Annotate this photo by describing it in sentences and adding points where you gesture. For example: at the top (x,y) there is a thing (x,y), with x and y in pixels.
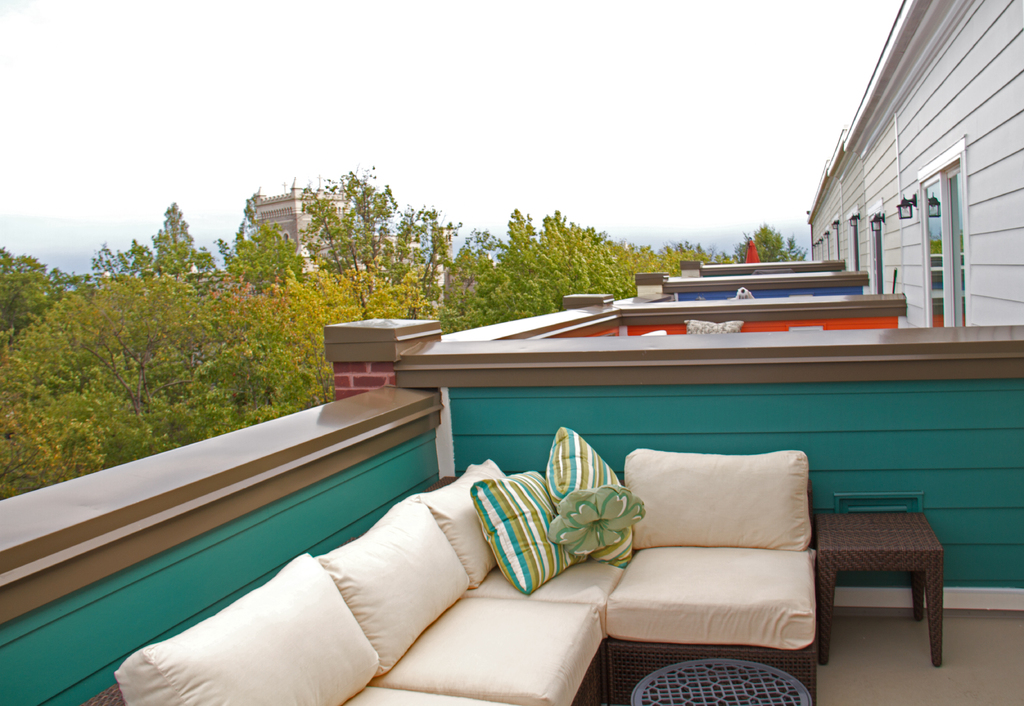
This is the outside view of a building (574,313) and there is a sofa set (474,549) near to the wall (211,579) on the left side (315,664) and there are some pillows (554,520) kept on the outside there is a table (877,555) on the right side (894,546) and there is a window (942,258) visible on the right side (959,277) and there are sky (659,130) and trees (189,313) visible on the background (186,302).
